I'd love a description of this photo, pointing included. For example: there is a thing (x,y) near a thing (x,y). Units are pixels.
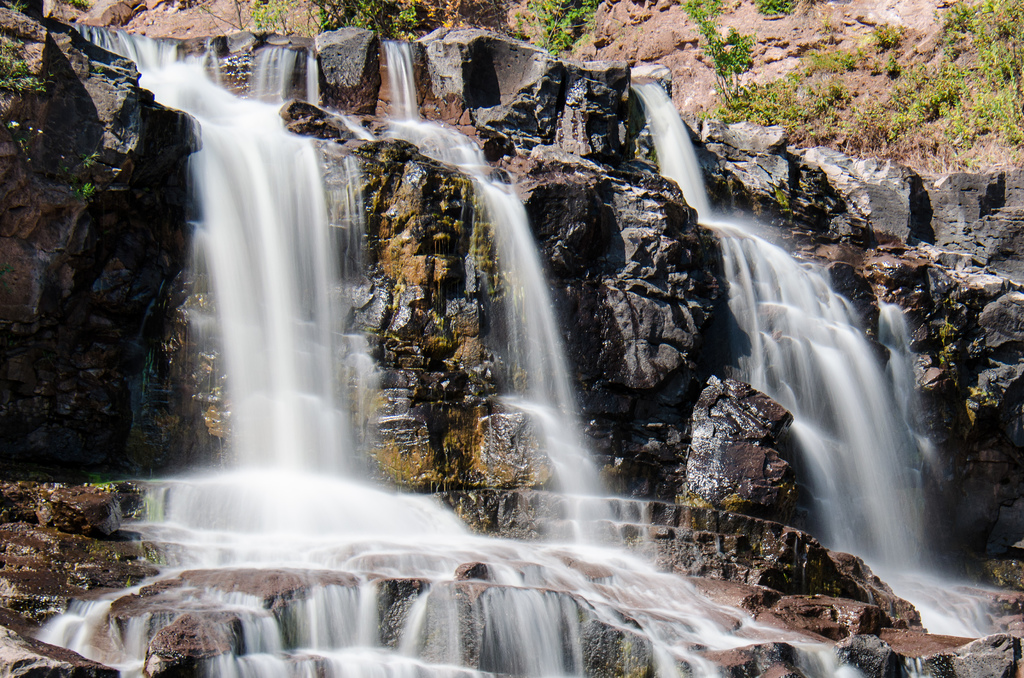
In this picture i can see the waterfall (438,569). In the top right (955,159) i can see the plants (1008,68) and grass (1008,81). On the left (59,77) i can see the stone mountain (197,295).
